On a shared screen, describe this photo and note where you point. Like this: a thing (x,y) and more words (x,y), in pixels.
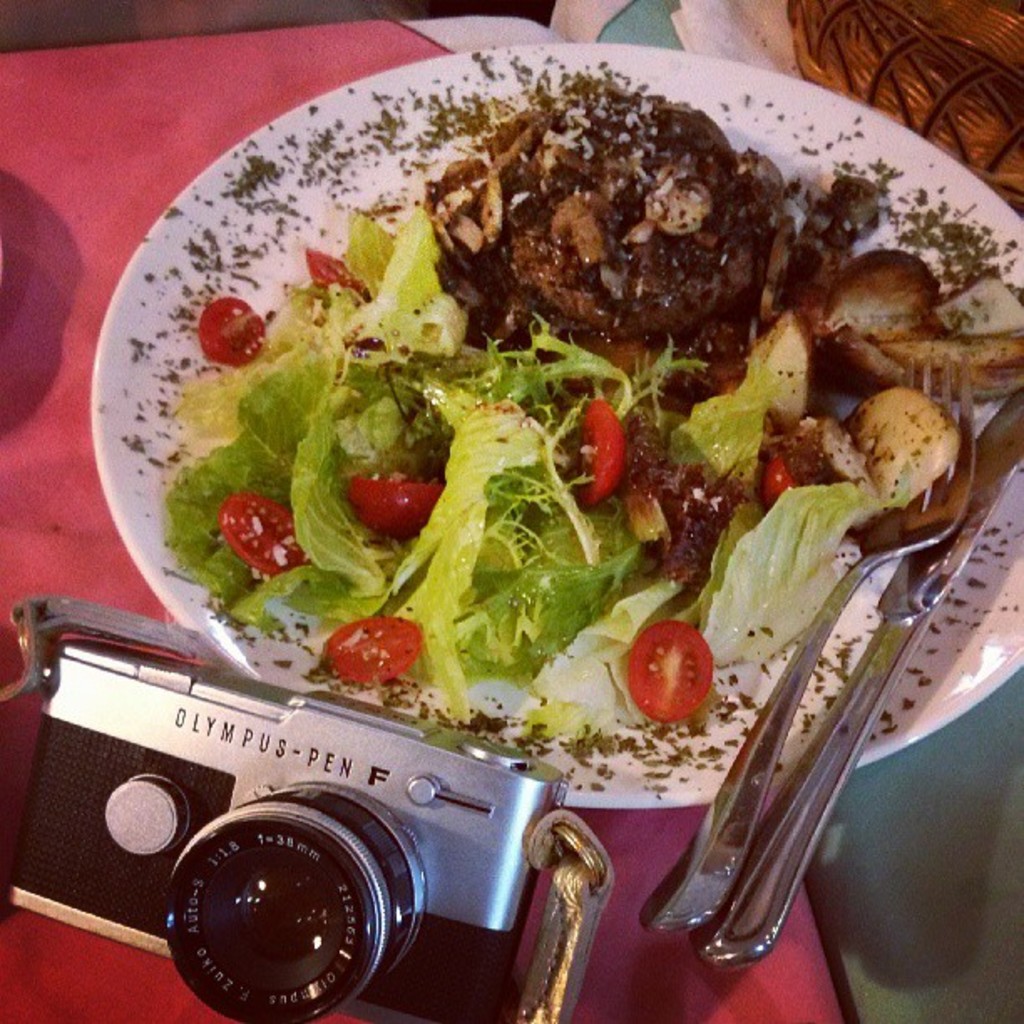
In the image we can see wooden basket (869,84), plate (277,198) and food item (384,315) in the plate (244,204). Here we can see the knife (914,606), fork (897,510) and a camera (248,808).
